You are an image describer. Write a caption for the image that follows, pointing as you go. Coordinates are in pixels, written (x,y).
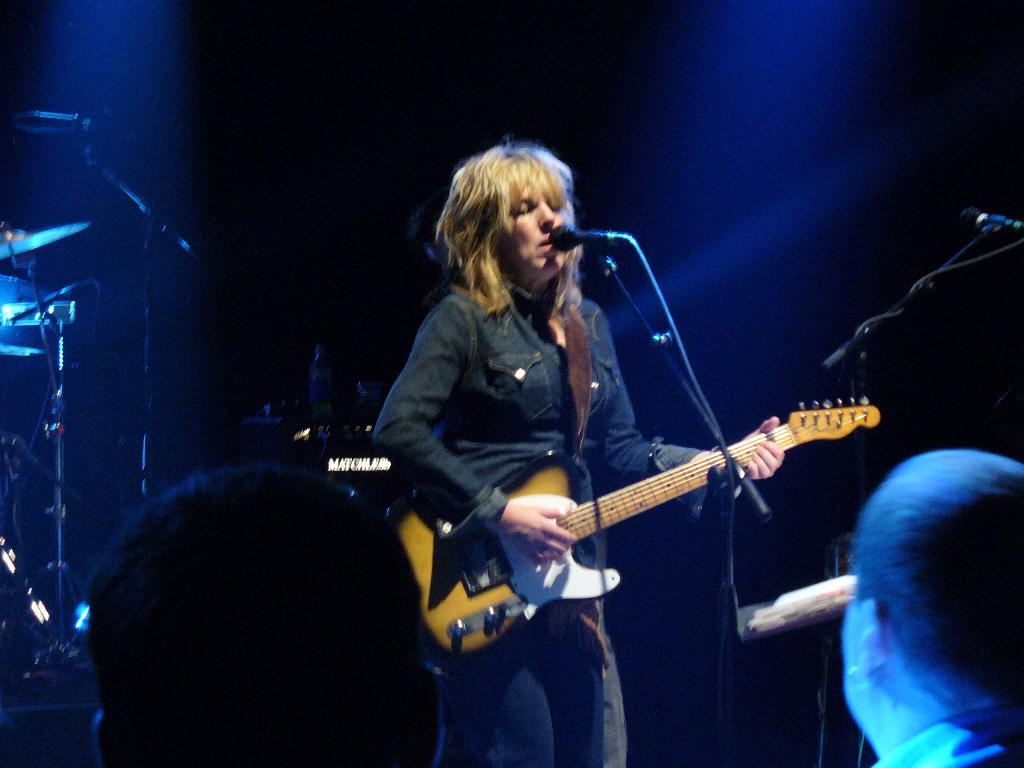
In this image I see 3 persons (542,759) and the woman (436,372) is holding a guitar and she is standing in front of the mic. In the background (48,9) I can see an musical instrument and the light (862,3).
